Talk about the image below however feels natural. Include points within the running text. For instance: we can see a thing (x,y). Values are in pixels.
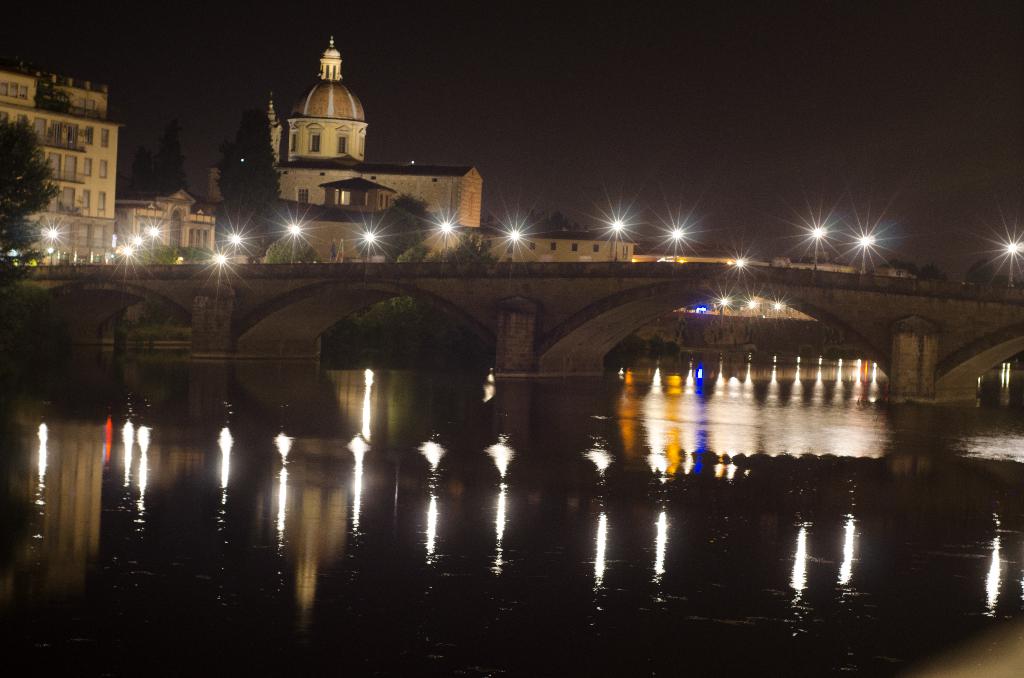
In front of the image there is a river (341,464), on top of the river (341,464) there is a bridge (206,308) with lights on it, on the other side of the bridge (233,264) there are trees (149,253) and buildings (118,224).
